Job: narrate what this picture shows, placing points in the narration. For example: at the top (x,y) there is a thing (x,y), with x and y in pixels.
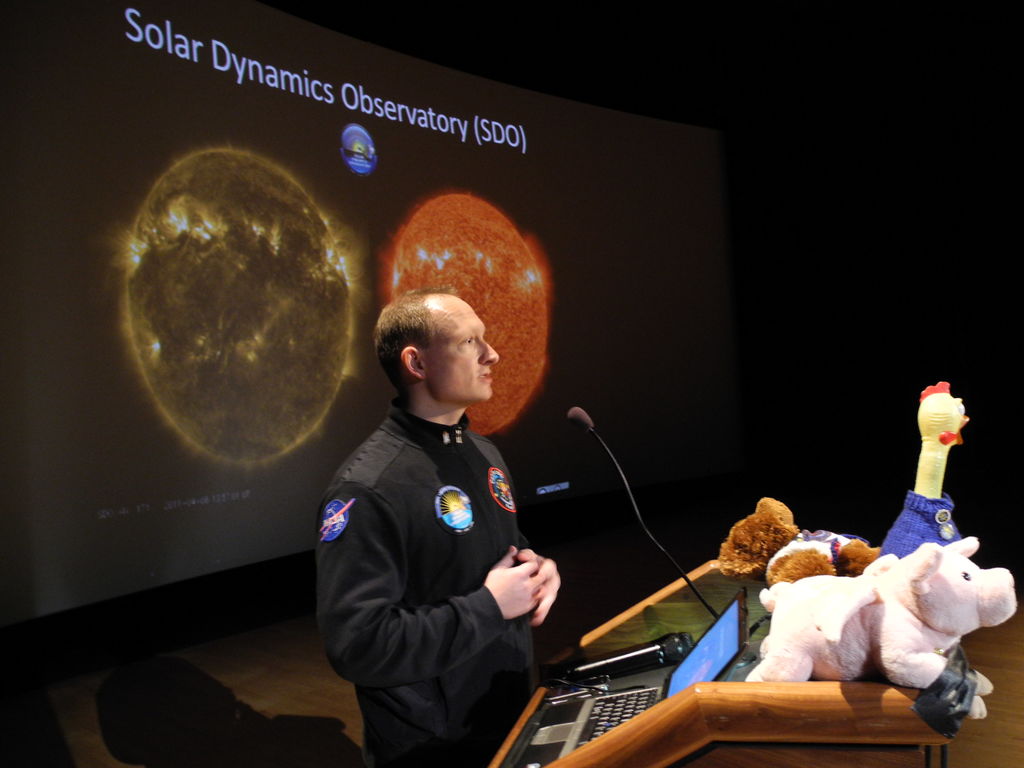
In this image I see a man (492,447) over here who is wearing black dress (409,491) and I see logos (469,509) on the dress (445,514) and I see few soft toys (932,537) over here and I see the podium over here on which there is a mic (661,654) and I see a laptop (657,694) over here and I can also see a mic (679,662). In the background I see the screen (600,426) on which there is something written and I see the pictures (293,275) of orange and brown in color and it is a bit dark over here.
